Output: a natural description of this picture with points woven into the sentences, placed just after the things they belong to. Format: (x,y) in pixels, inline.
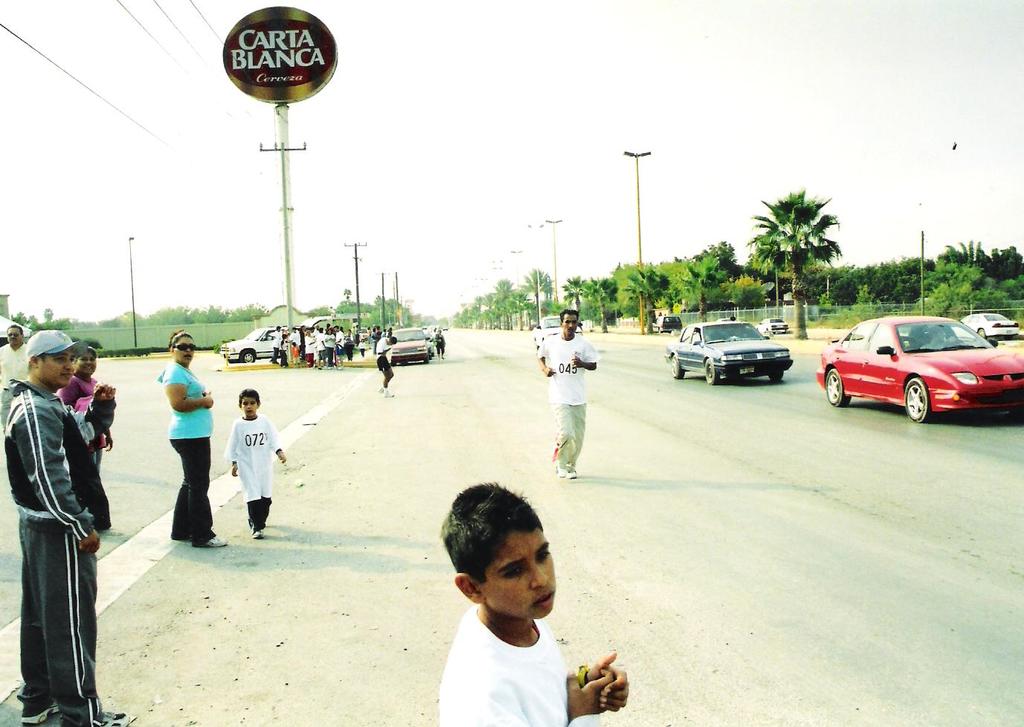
In the center of the image (672,477) there is a road (631,407) and we can see people (304,339) standing and some of them are running. There are cars (404,350) on the road (629,411). In the background (127,206) we can see poles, trees (618,297), fence (151,333) and sky (421,108).
